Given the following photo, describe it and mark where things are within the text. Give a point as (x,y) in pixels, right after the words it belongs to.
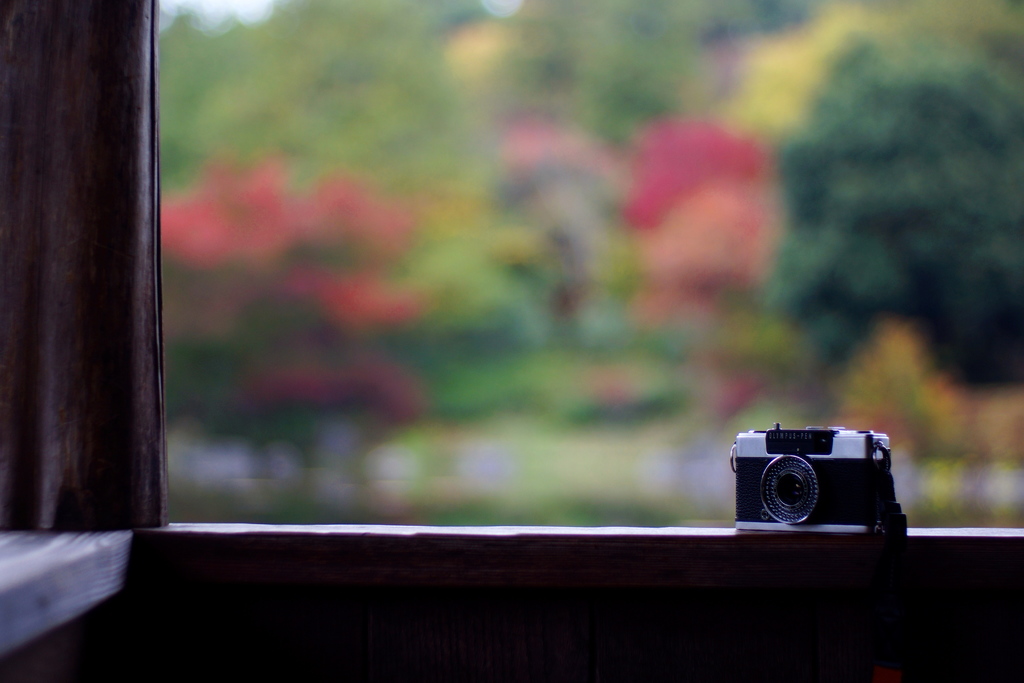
In the picture I can see a camera (828,501) on a surface (770,547). On the left side (48,310) I can see a wooden pillar (93,331). The background of the image (617,318) is blurred.
